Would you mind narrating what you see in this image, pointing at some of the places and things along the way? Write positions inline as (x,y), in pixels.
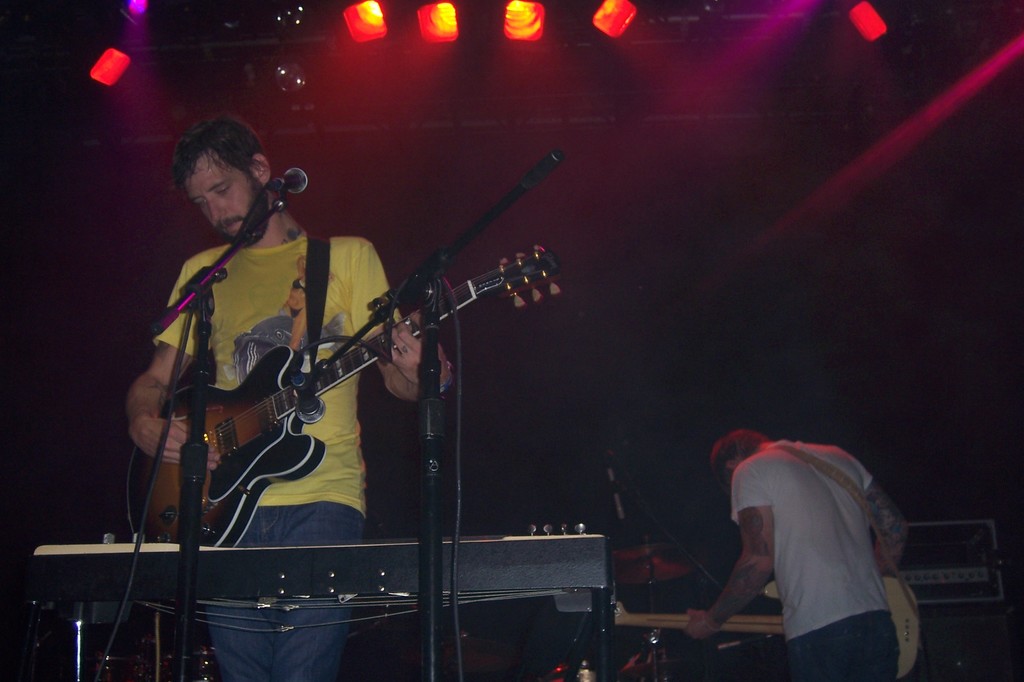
The person (241,296) wearing yellow is playing guitar (269,402) in front of mic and there is another person (791,484) in the background (803,500) holding guitar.
